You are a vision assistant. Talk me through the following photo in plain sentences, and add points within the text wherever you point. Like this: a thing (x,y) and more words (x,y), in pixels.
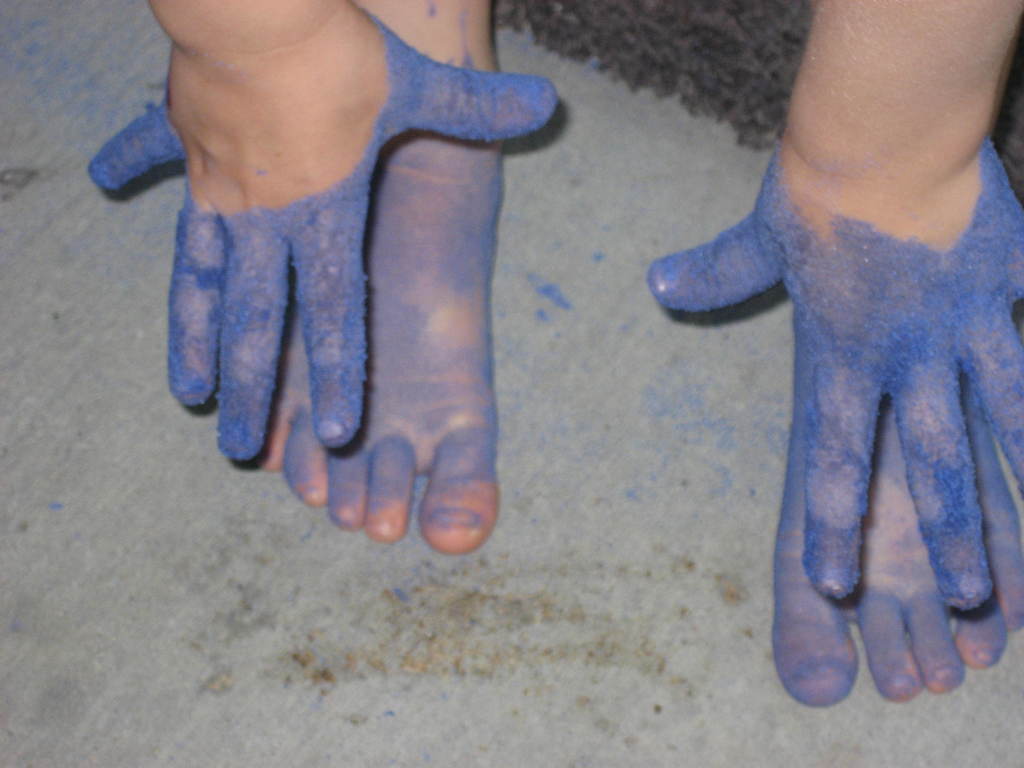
In this image I can see palms (202,79) and feet (887,676) of a kid (98,177) dipped in blue color.
